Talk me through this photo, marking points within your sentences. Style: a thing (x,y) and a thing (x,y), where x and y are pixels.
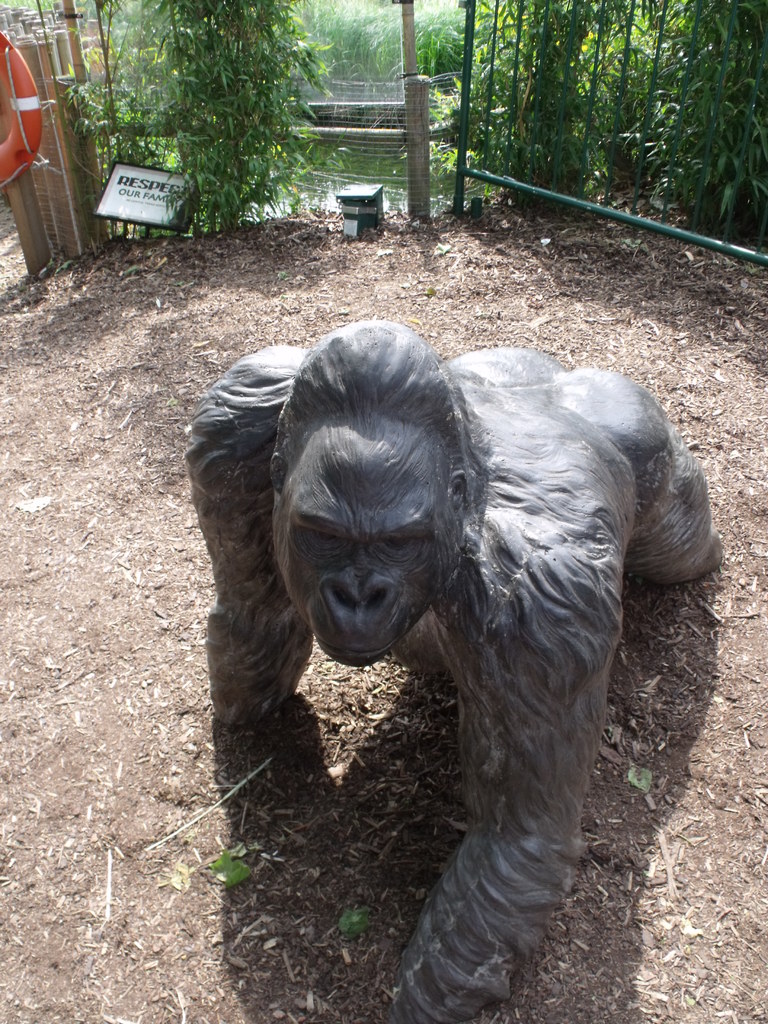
In this image I can see the animal statue (407,517) and the statue (407,517) is in black color, background (147,209) I can see a board (147,199) in white color, few trees (227,156) in green color and I can also see the water (356,159).
